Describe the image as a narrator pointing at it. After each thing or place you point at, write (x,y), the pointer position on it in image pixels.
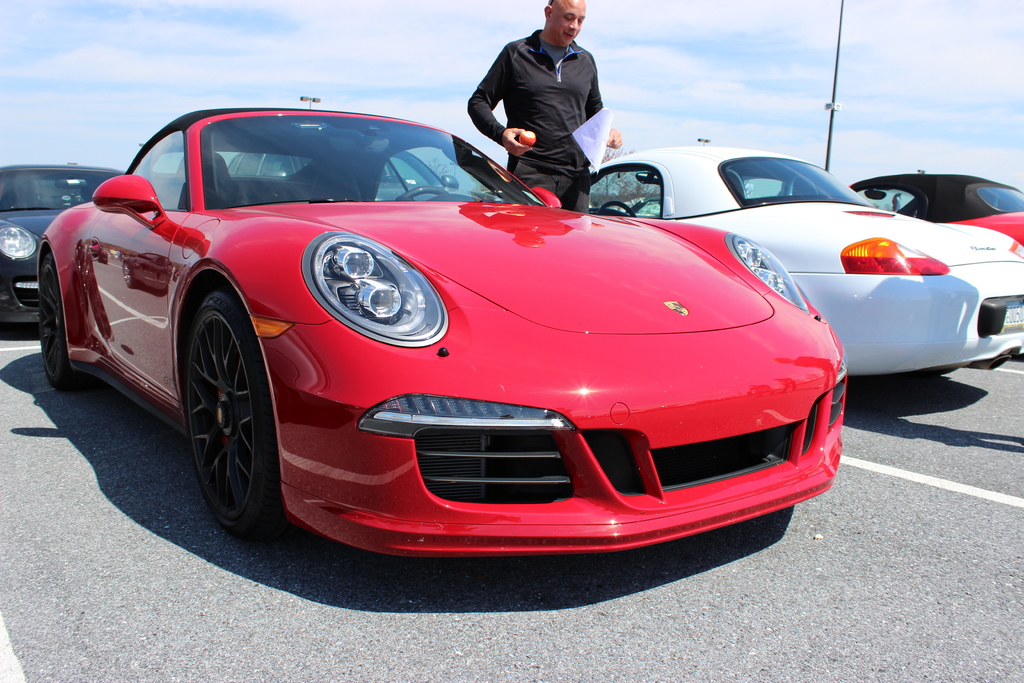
There are cars (598,256) and a person (549,84) is standing wearing a black dress (563,188) and holding a paper (588,139) and a fruit (532,136). There is a pole (844,5) at the back (840,46) and sky (823,87) at the top (638,51).
